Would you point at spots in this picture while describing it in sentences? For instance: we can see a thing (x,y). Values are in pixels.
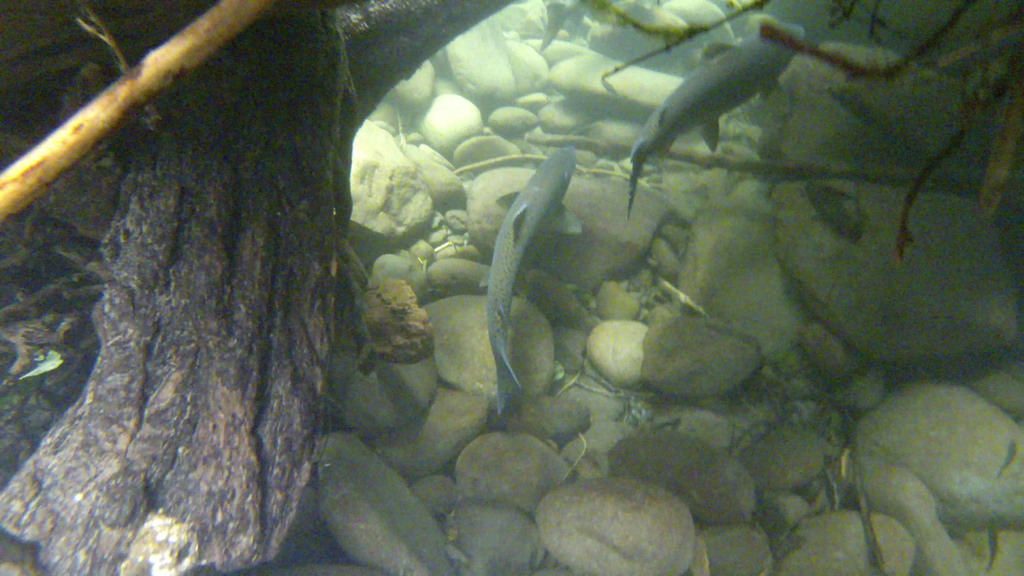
This image is taken inside the water (682,59). There are two fishes (711,66). At the bottom of the image (628,490) there are stones (698,516).
